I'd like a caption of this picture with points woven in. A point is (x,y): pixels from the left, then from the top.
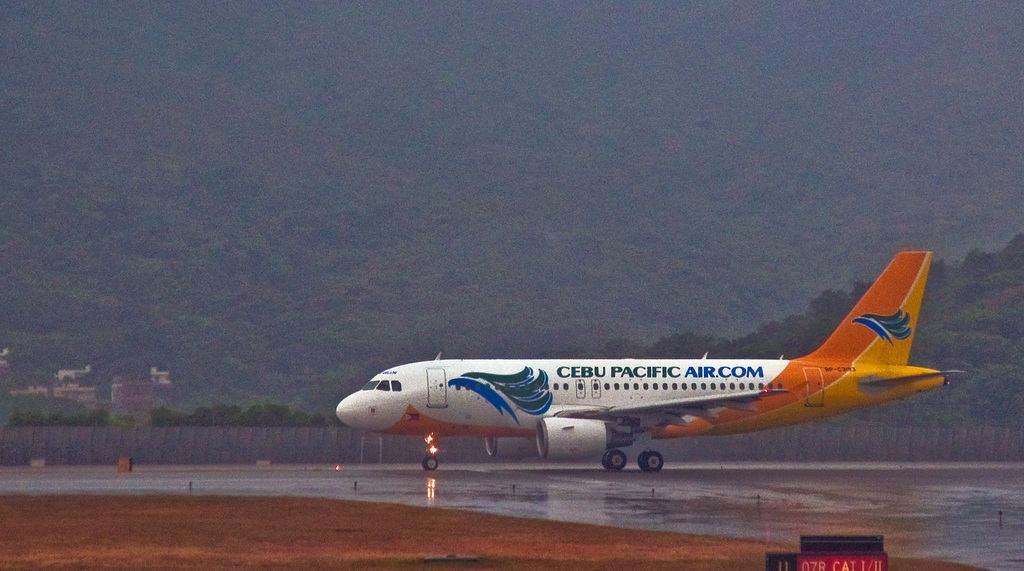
In this image I can see an aircraft (540,450) on the road (576,517). In the background (244,443) I can see the fence (225,439), buildings (127,397) and many trees (946,312). I can see the mountain (503,218) in the back (475,214).
